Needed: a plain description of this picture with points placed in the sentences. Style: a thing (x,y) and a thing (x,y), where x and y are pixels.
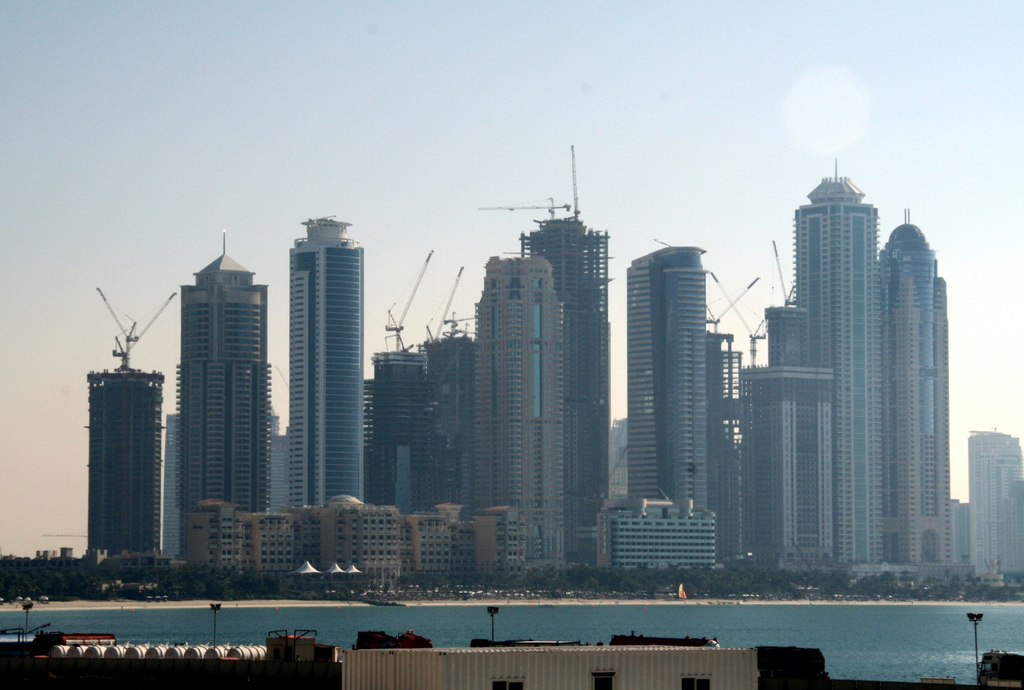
In this image we can see many buildings (671,443) and also trees (131,573) and some cranes (404,341). At the top (476,47) we can see the sky (586,47) and at the bottom (742,619) we can see the sea (346,611). Light poles (26,625) are also visible in this image.
